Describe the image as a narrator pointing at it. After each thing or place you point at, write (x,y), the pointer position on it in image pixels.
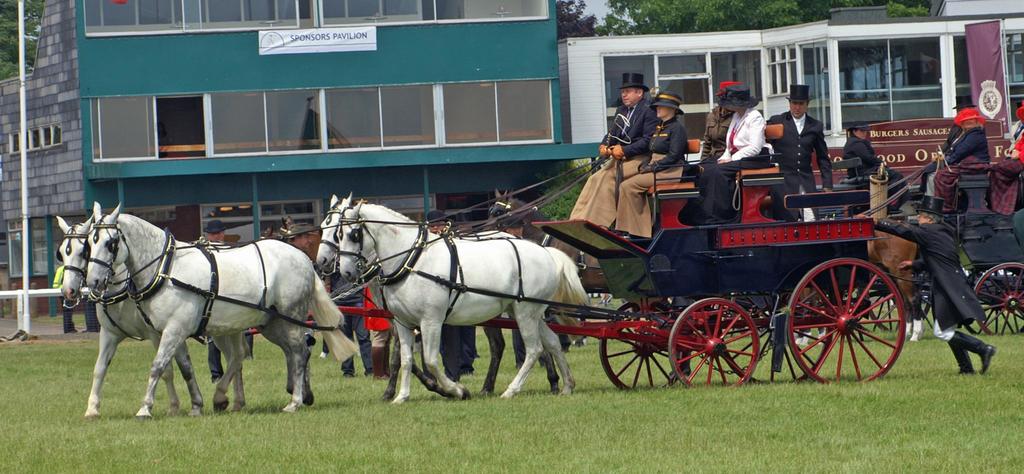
In this image, there are a few people (757,149) on the carts (756,192) with animals (430,390). There are a few buildings (574,113). We can see the ground (719,456) covered with grass (737,437). We can see a pole (19,22) and the fence (32,291). We can see some boards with text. There are a few trees (618,33).
